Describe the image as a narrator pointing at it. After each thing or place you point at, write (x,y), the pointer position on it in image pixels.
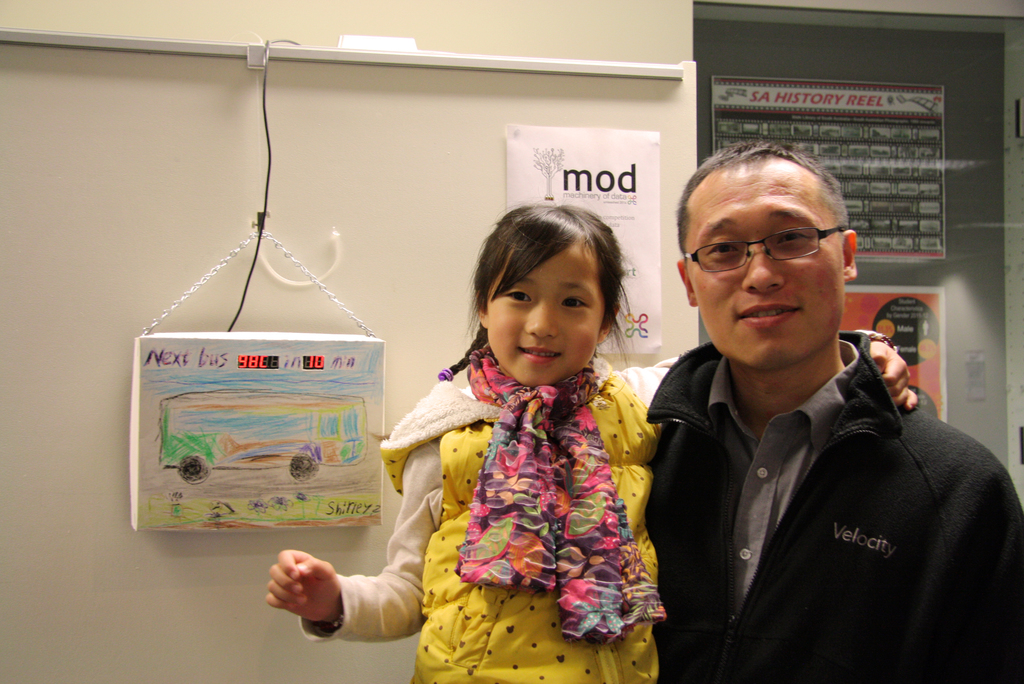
A man (756,588) is standing, he wore black color coat (903,543) and also holding the baby (573,495), this baby (579,486) wore yellow color coat (529,627). Behind them there is the wall (347,256).
